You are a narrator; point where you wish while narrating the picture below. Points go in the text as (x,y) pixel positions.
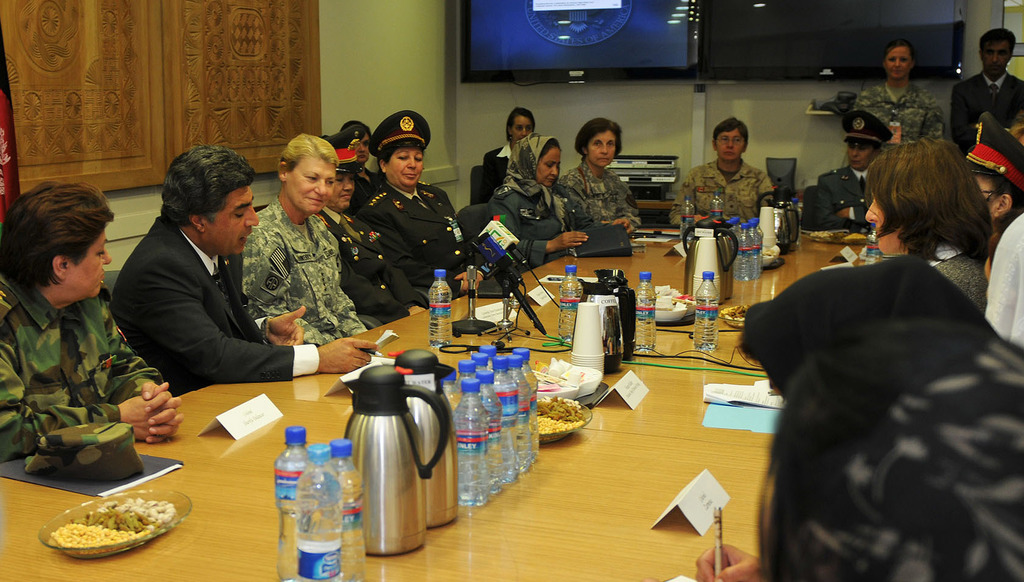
In this image there is a table (312,438) and we can see bottles (311,468), flasks (441,422), glasses (573,343), mics (510,262), stand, papers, boards (249,410), bowls (104,533) and some food (118,535) placed on the table (546,451). We can see people (516,217) sitting and some of them are standing. There are screens (656,61) placed on the wall (779,84) and there are frames (126,39) on the wall (130,190). We can see some objects (672,167).
